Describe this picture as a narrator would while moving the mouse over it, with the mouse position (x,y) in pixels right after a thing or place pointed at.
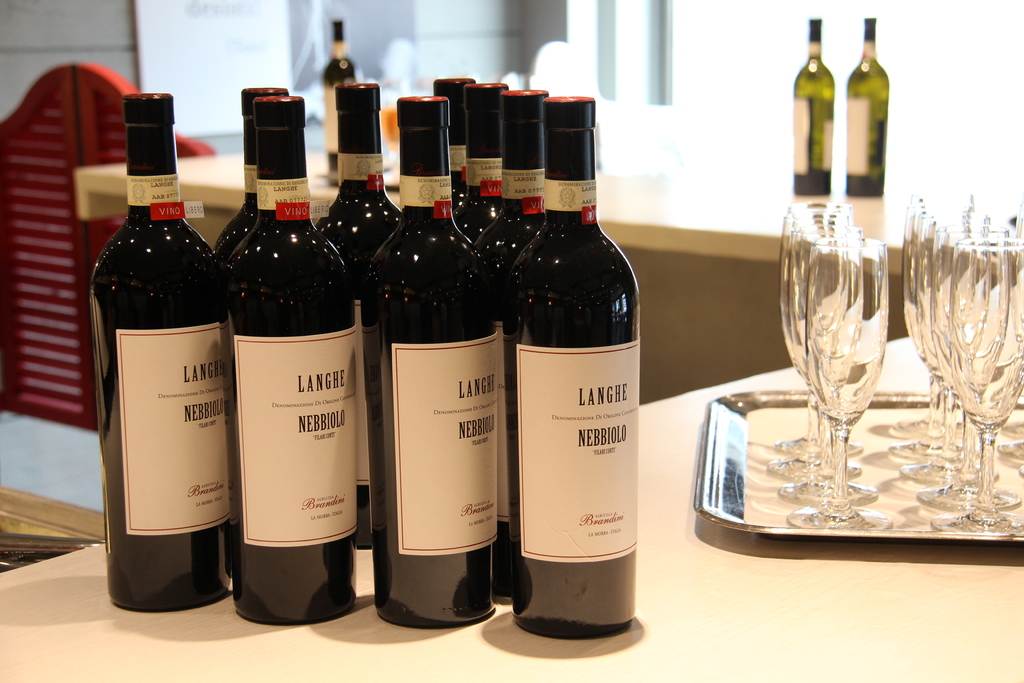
This picture show some wine bottles (284,330) placed on the table (419,632). There are some glasses (830,404) in the tray (767,479). In the background (798,183) we can observe two bottles (809,94) here.
